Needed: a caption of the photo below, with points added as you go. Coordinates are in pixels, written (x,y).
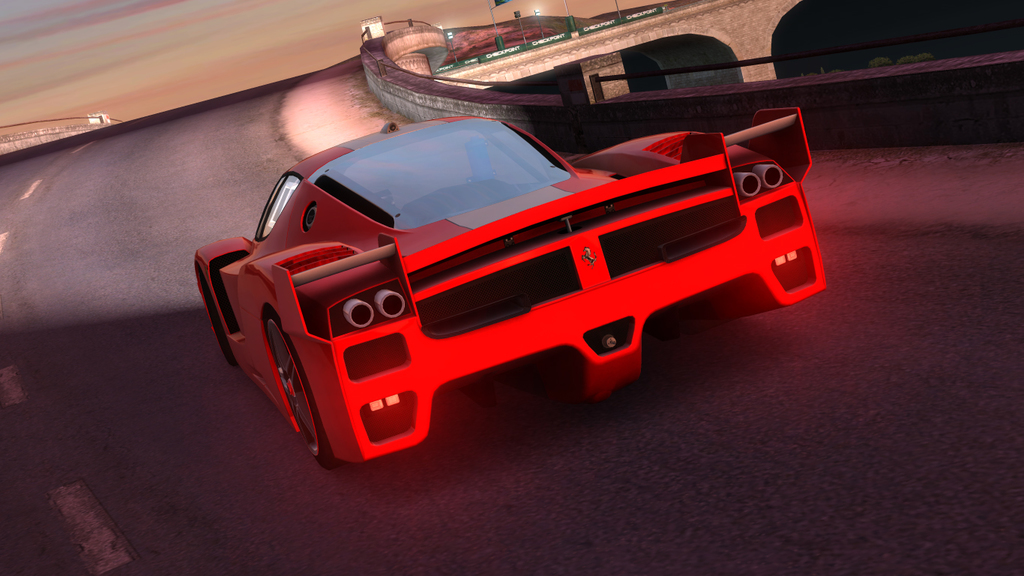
In this image I can see a red color car (435,270) on the road (243,115). In the background (433,88) I can see poles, fence (546,122), the sky (158,74) and other objects (394,80) on the ground (362,112).
